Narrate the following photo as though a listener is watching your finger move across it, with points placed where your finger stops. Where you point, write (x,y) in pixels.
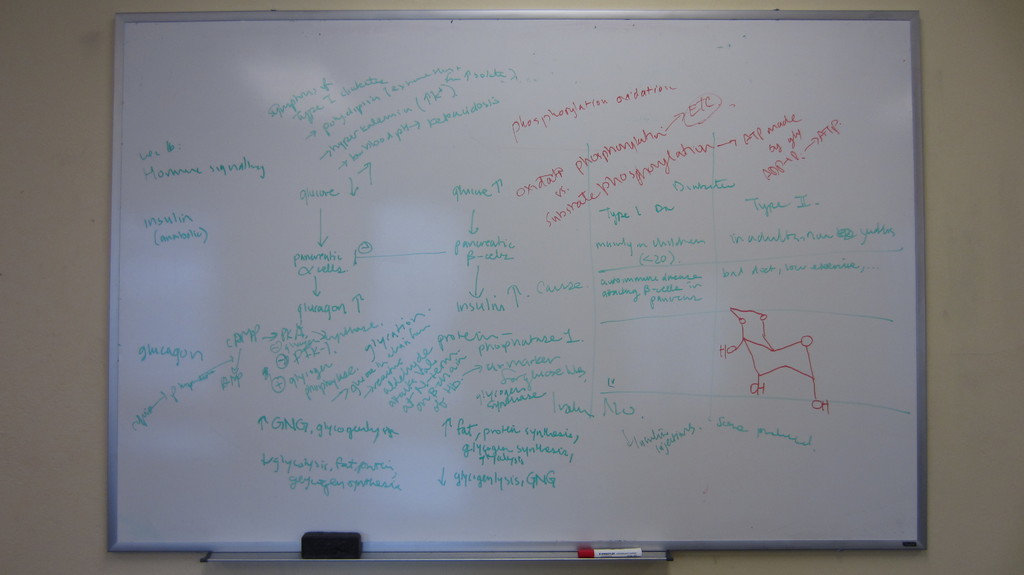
In this picture we can see board (148,111) on the wall (78,137) and sketch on the platform (574,555), on this board (562,210) we can see some text (401,382) and drawing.
